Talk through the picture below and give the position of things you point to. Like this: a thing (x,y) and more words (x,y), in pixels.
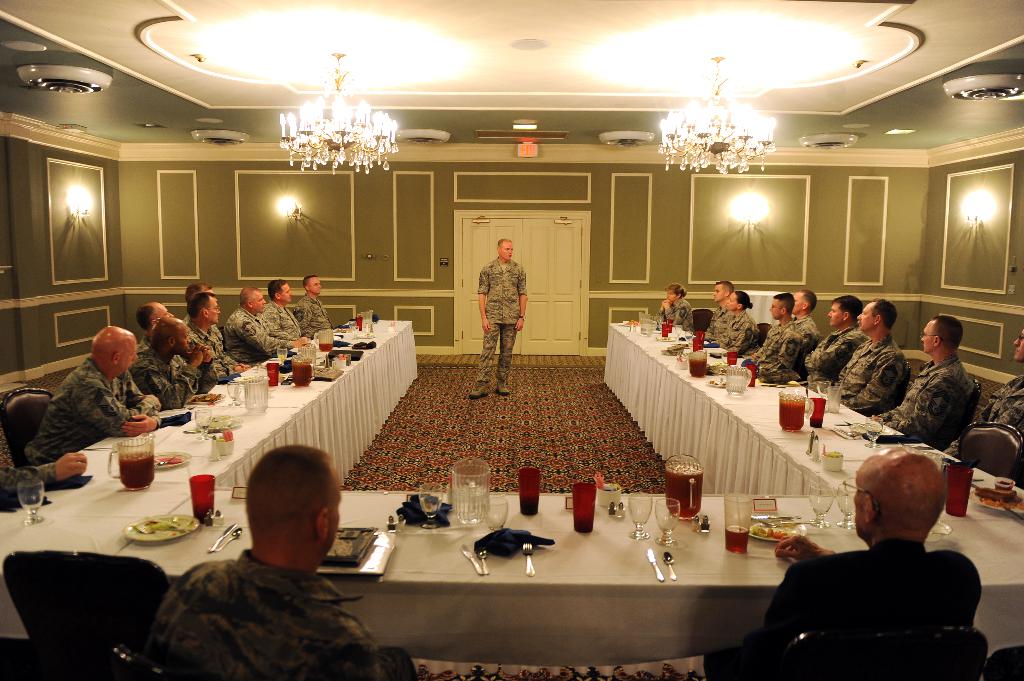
In this image I can see the group of people (108,434) sitting in-front of the table (436,568) and one person (505,306) is standing. On the table (187,422) there are glasses (212,479), spoons (482,560) and the plates (127,533). There are lights (300,210) and the door (478,236) in this room (256,188).
